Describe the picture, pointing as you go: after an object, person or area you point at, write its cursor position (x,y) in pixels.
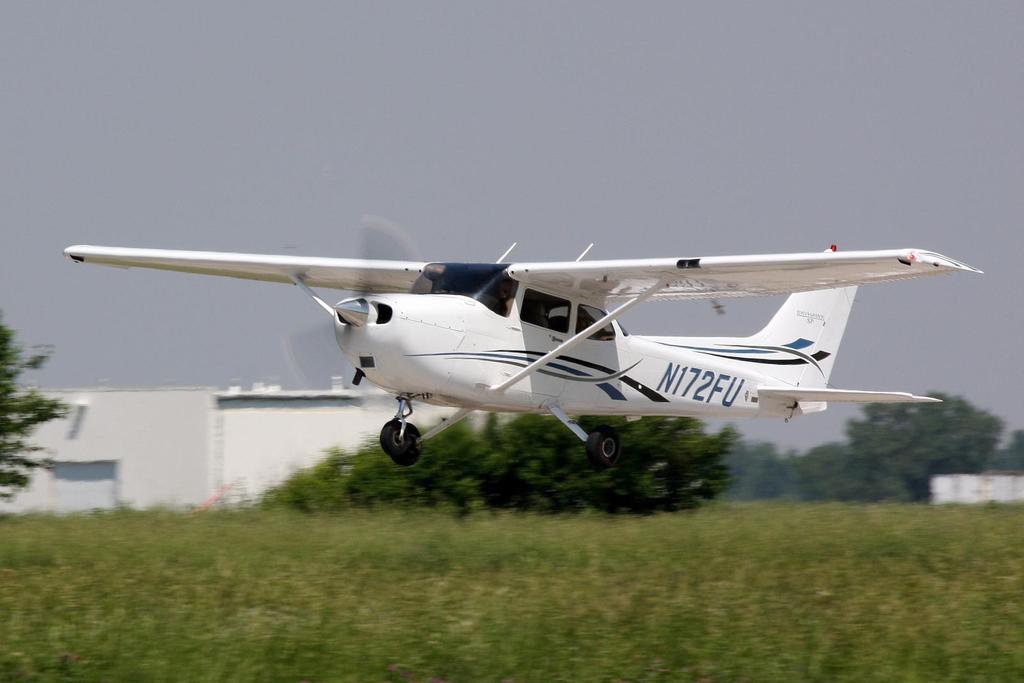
In this image, we can see some trees (531,447) and plants (412,587). There is a shelter (194,444) on the left side of the image (114,422). There is an airplane (456,337) in the middle of the image (536,409). There is a sky (563,185) at the top of the image (480,63).
